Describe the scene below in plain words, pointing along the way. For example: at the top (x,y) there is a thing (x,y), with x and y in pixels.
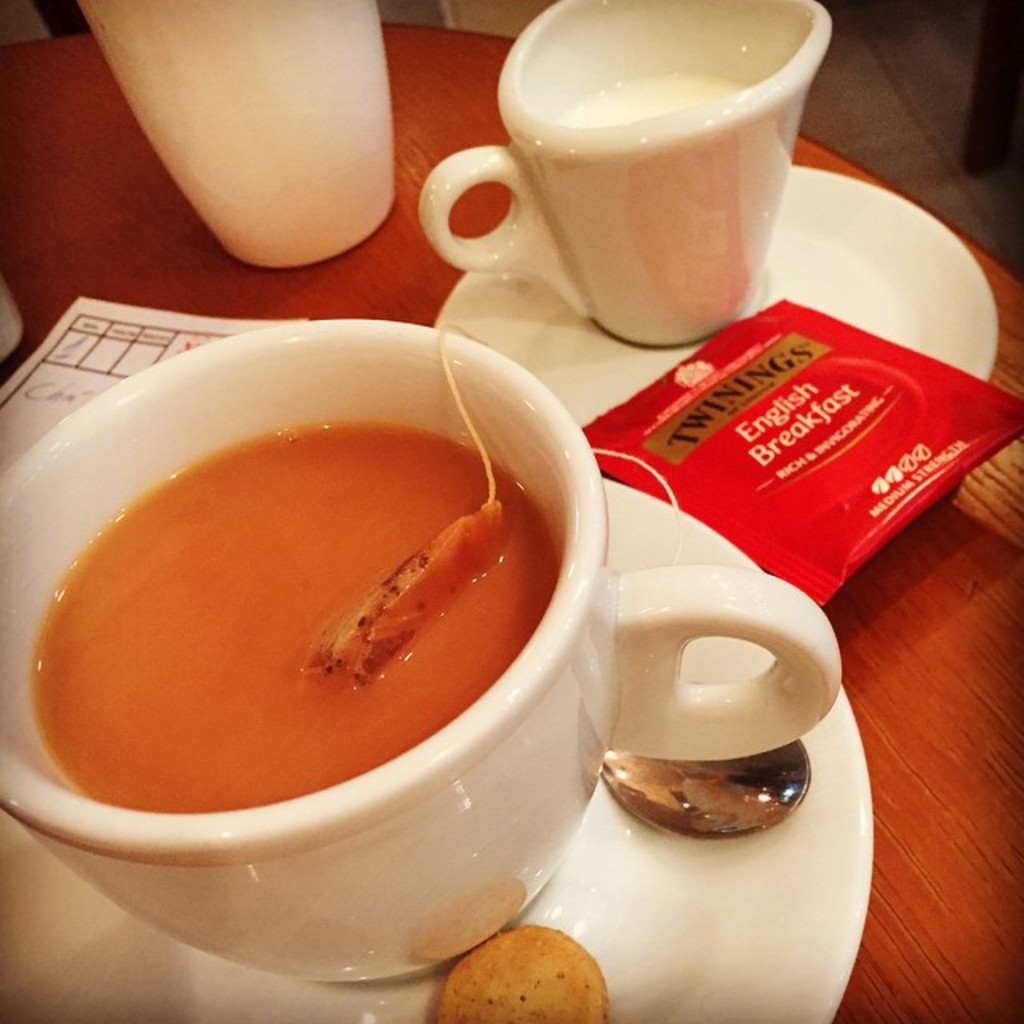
In this image I can see two cups (532,392) and saucers (647,846). I can see the red color sachet (706,448), spoon (682,792) and the food (537,997) on the saucers (591,884). To the side I can see the paper (166,312) and the cup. These are on the brown color surface (873,735).
